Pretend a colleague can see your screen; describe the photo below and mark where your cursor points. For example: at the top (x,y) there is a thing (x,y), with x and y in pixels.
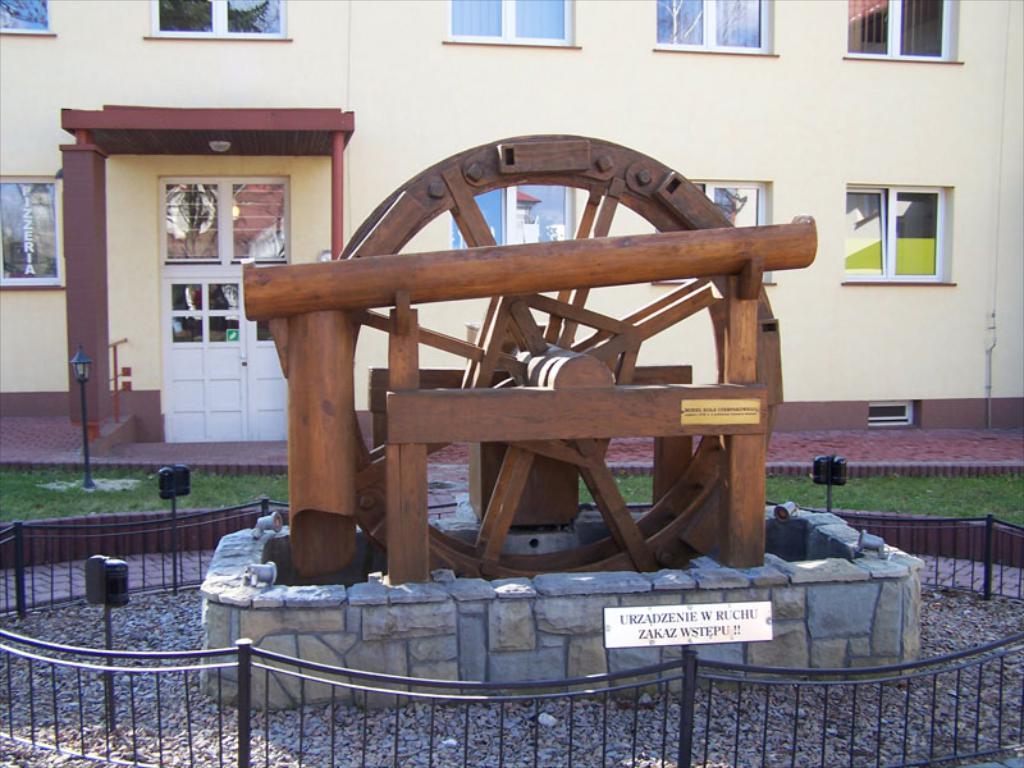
In this image we can see a wooden wheel (411,545) and some stones (499,656) inside a barricade (435,697). On the backside (523,232) we can see a building (523,232) with windows (523,232) and a street lamp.
